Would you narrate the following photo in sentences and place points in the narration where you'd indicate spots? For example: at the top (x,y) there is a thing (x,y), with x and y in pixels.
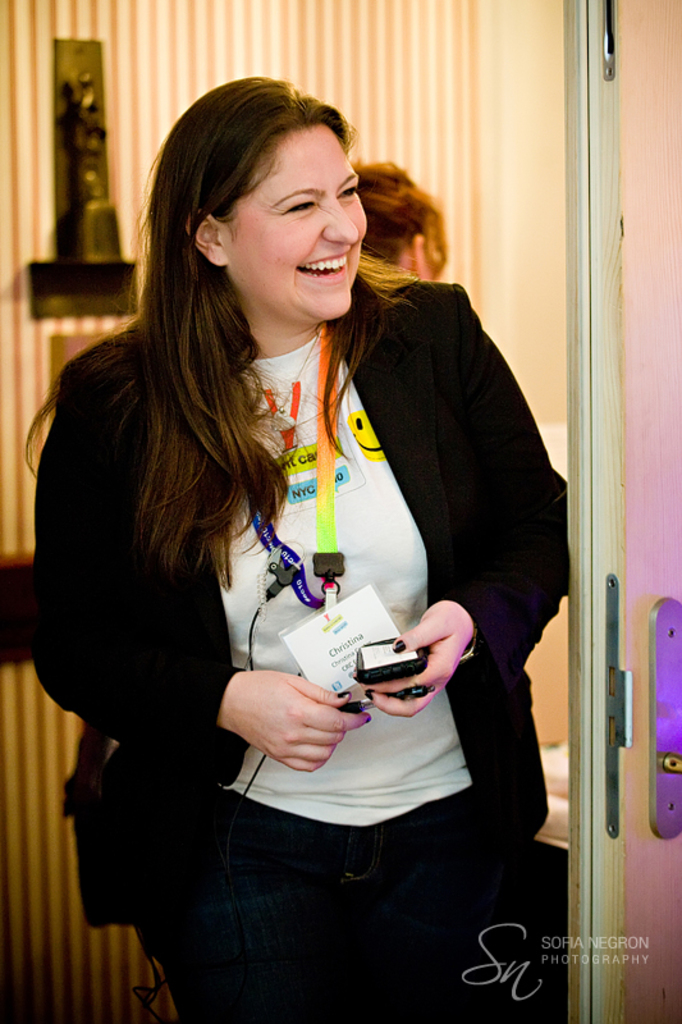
In the center of the image (312,420) we can see a lady (400,797) standing and holding a mobile (403,669) in her hand (434,681). She is wearing a jacket (72,540). In the background (446,261) there is a lady (375,180), wall (453,121) and a decor (110,248). On the right (663,910) we can see a door (591,330).
